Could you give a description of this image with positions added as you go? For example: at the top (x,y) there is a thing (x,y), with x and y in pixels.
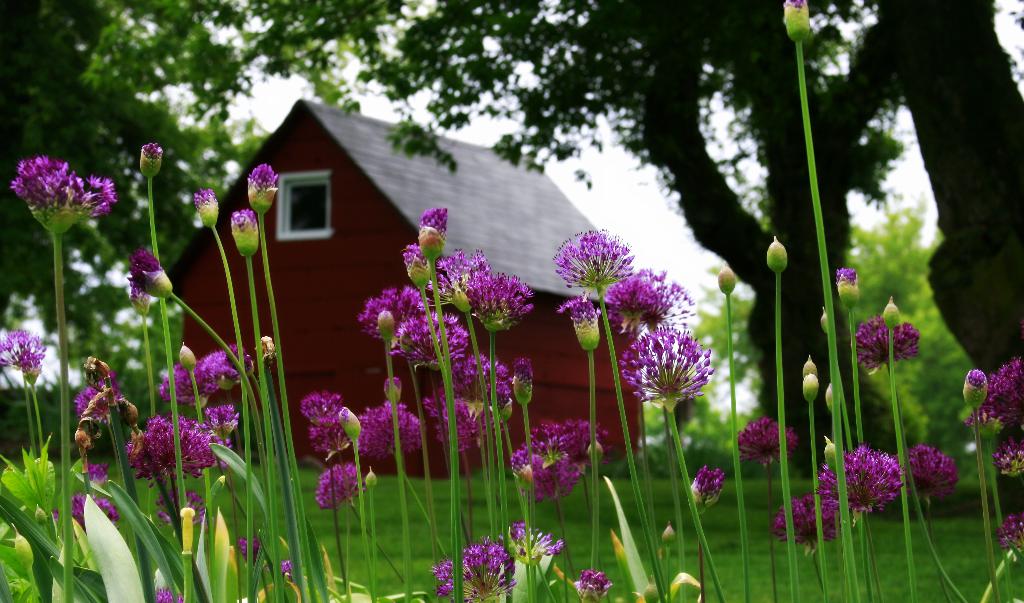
In the foreground of this picture (512,577), there are violet color flowers (218,354) to the plants (772,541) and we can also see buds (774,250) to it. In the background (837,205), there is a house (462,183), trees (167,46) and the sky (583,208).
